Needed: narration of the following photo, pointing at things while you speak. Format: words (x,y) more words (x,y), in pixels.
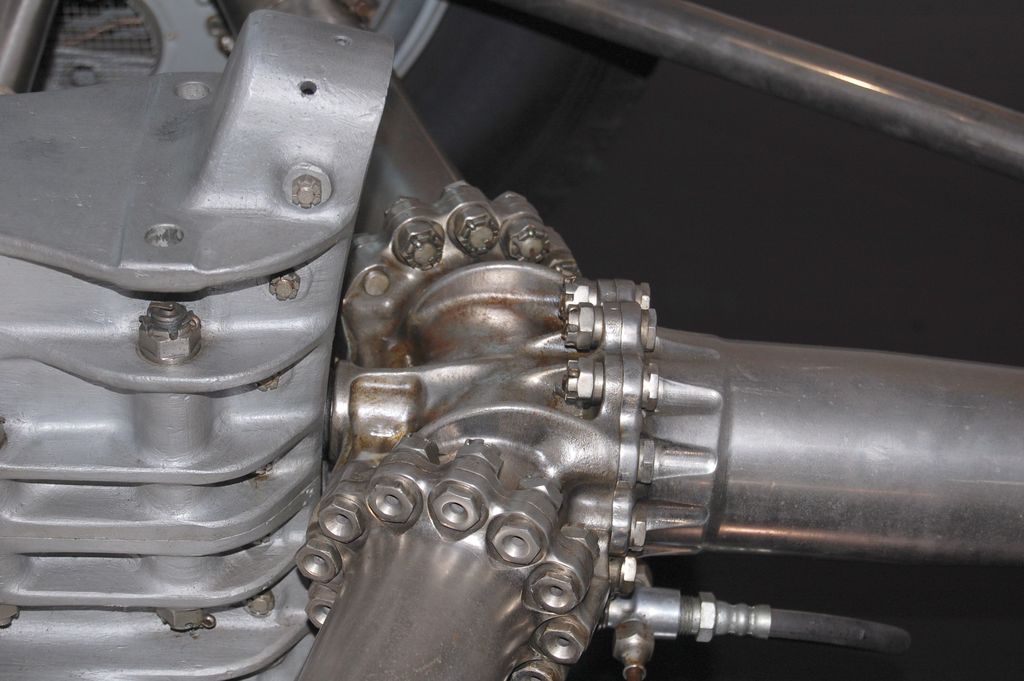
In this image we can see a metal object (166,334). Also there are metal pipes (679,421) with nuts (515,550) and bolts (470,528). And there is a pipe (748,631) connected to the metal pipe (464,574).
